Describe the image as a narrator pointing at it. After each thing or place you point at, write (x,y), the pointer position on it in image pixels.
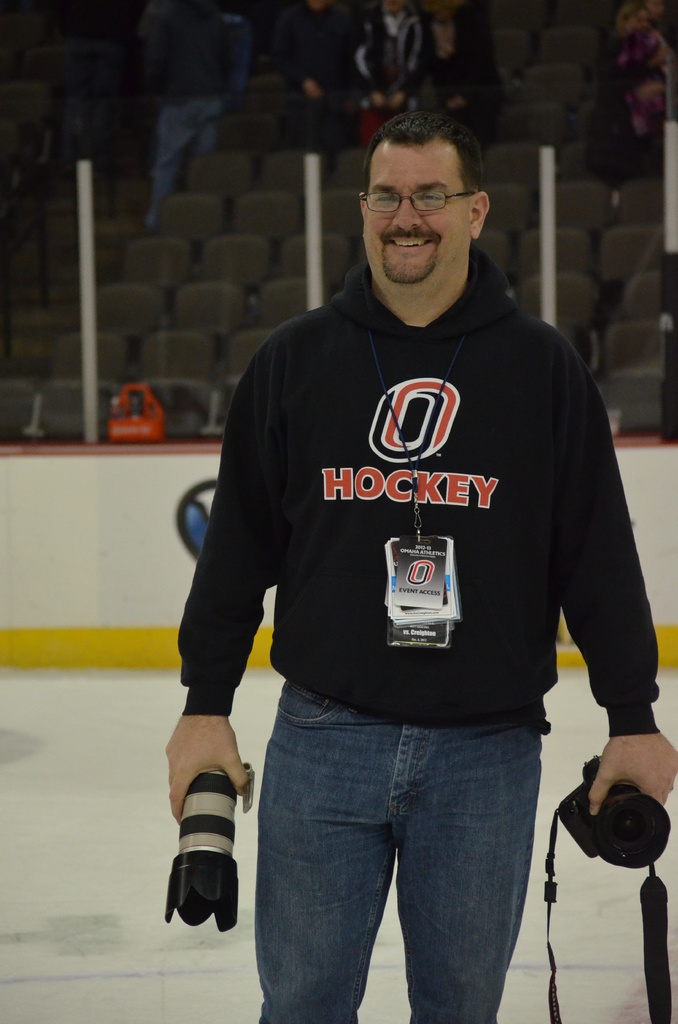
In the picture a person (367,725) is wearing a black hoodie (443,659) and jeans (442,926) and he is holding camera gear (197,882) in both his hands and behind him there are chairs (290,185) and the people (350,50) are standing among them.
